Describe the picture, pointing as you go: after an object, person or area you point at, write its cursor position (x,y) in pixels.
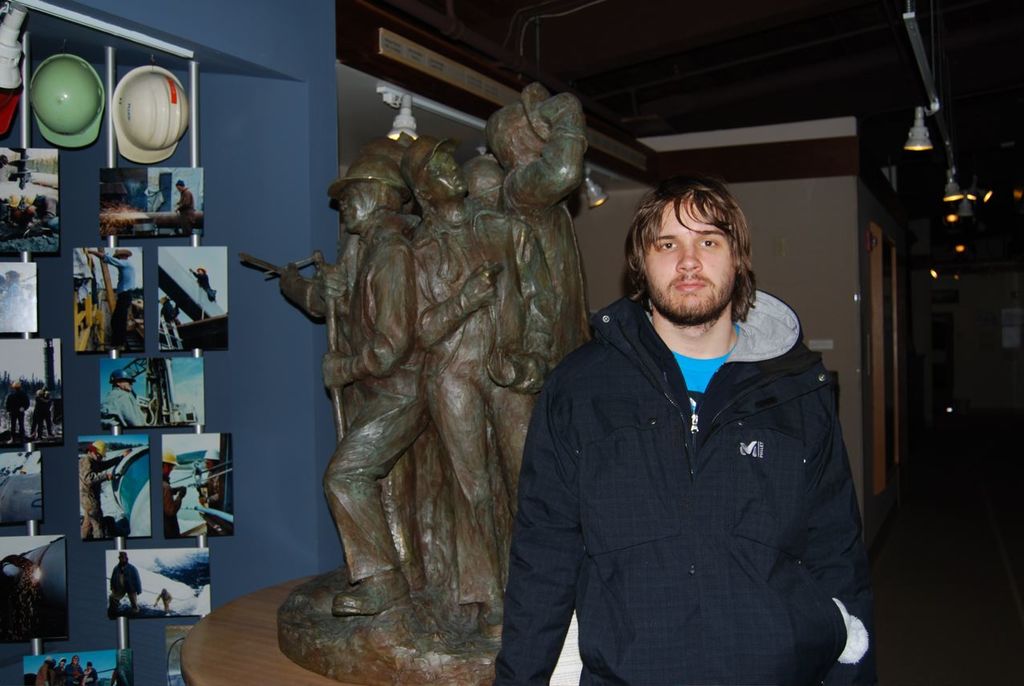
In this image we can see a person (653,404), behind to him there is a sculpture (406,455) on the wooden table (227,672), there are some photographs (152,207), helmets (75,133), rods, lights (914,141), also we can see the wall (784,213), and the rooftop (931,139).
